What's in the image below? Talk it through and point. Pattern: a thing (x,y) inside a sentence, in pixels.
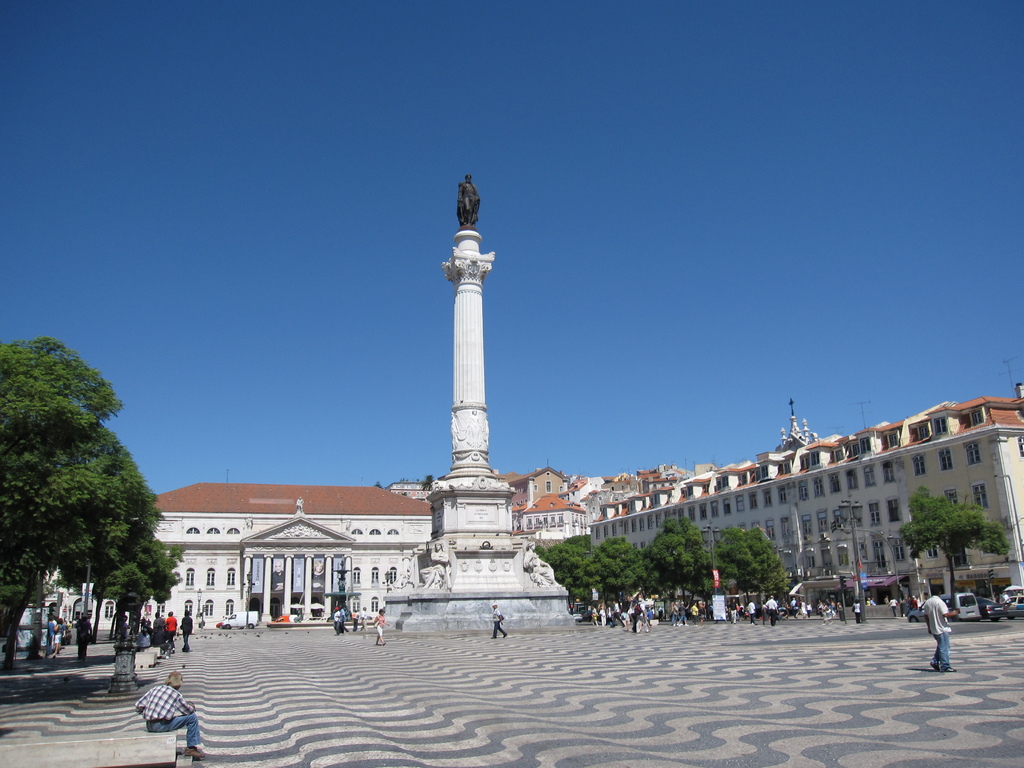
In this picture we can see a group of people (157,624), vehicles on the ground (567,647), statue (468,177) on a tower (499,505), trees (63,480), buildings (920,455) with windows (920,455), some objects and in the background (543,312) we can see the sky (373,82).
